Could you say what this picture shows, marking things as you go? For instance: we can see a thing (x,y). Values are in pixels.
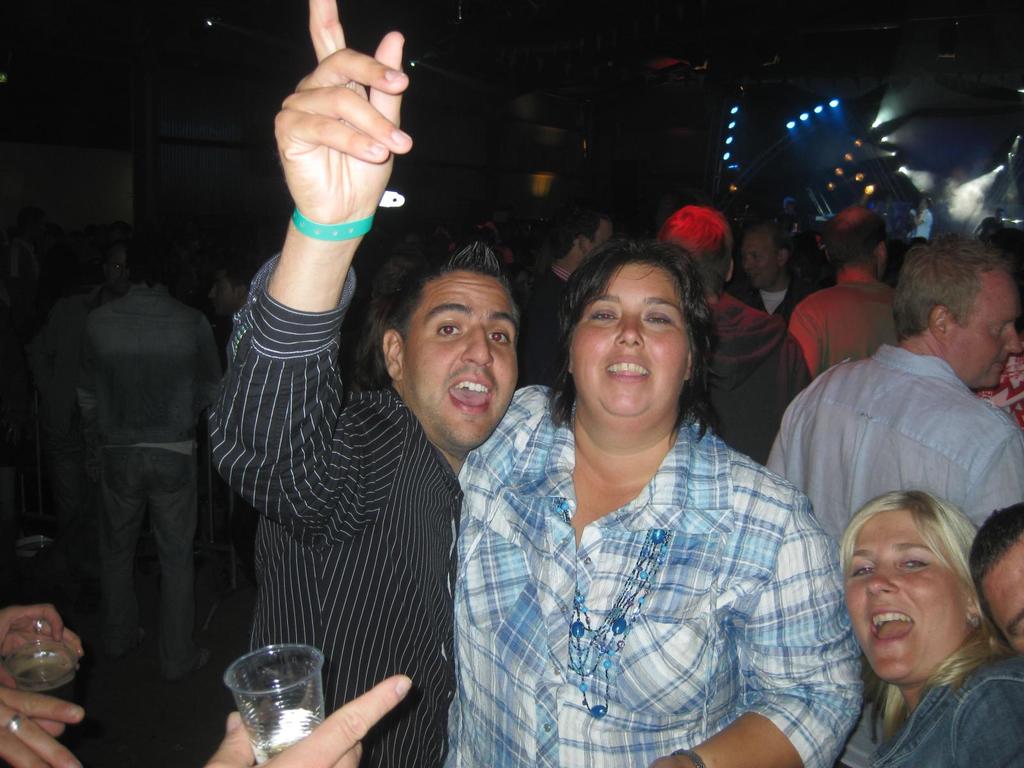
In the middle of the image (407,487) few people (947,727) are standing and smiling. Behind them there are some lights (984,177). In the bottom left corner of the image (54,757) there are some hands (54,621), in the hands (39,751) there are some glasses (282,661).
